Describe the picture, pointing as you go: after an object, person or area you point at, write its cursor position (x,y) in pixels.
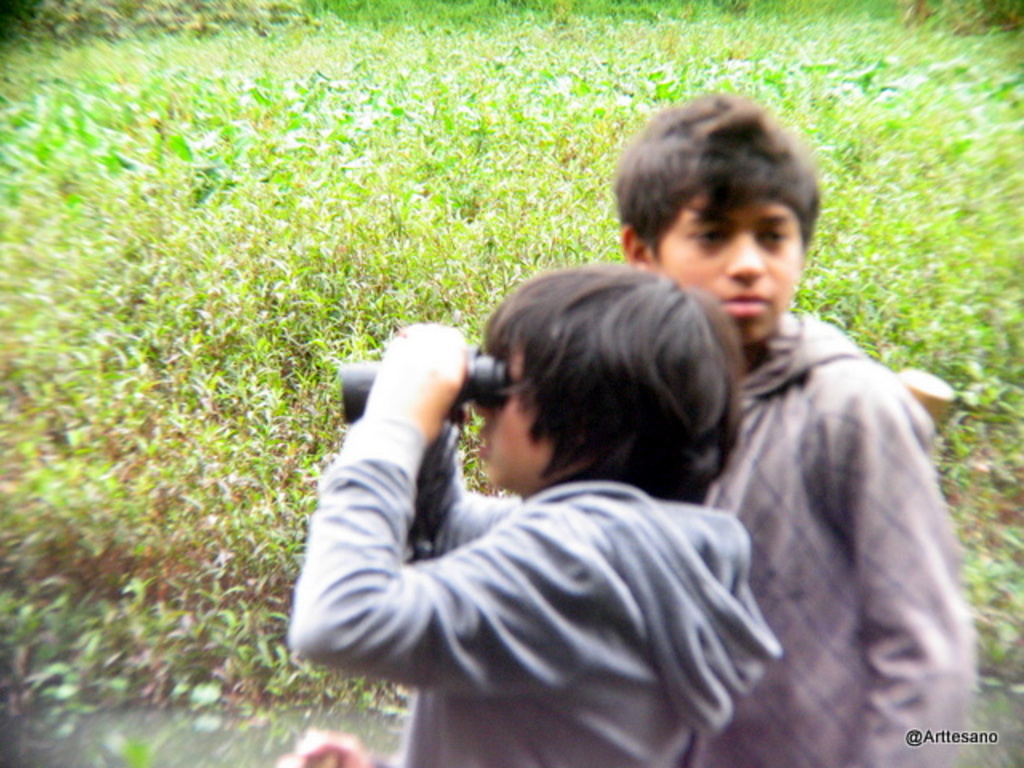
This image is clicked outside. There are two persons (722,474) in the middle (379,468). One is holding binoculars (498,357). There are plants (557,168) behind them.
